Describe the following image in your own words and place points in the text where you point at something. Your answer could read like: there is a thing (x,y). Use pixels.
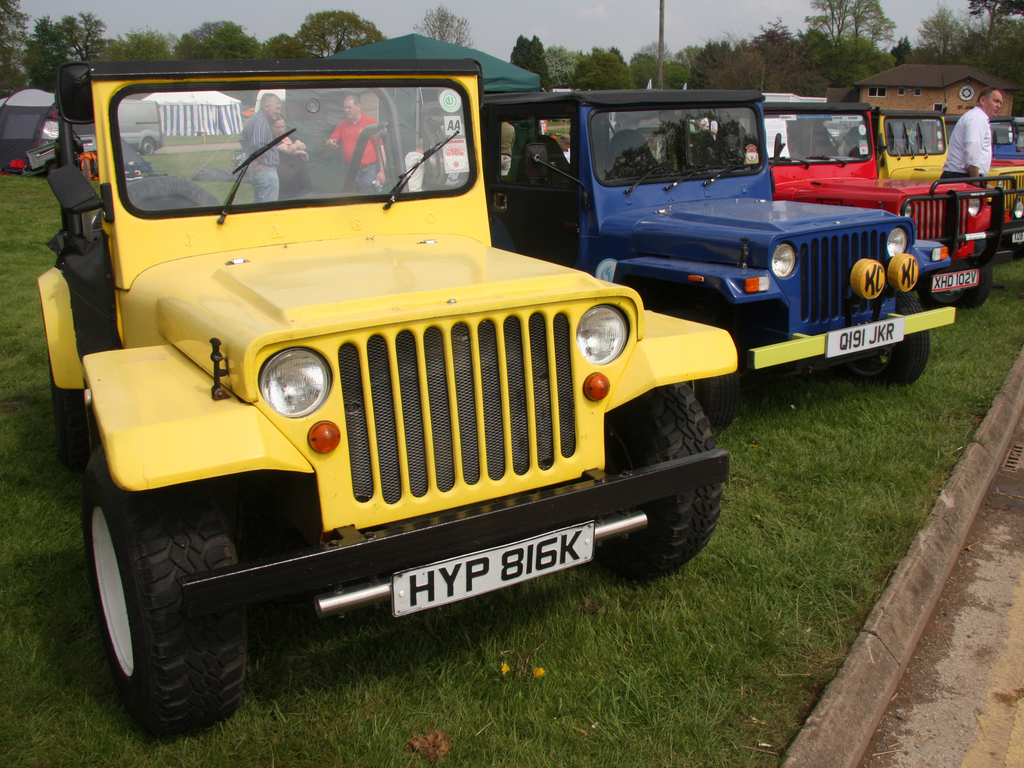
In this image there are few jeeps (613,248) parked on the surface of the grass (58,669), behind them there are a few people (287,170) standing, behind them there are few tents (219,127), behind the tents (200,105) there are trees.
